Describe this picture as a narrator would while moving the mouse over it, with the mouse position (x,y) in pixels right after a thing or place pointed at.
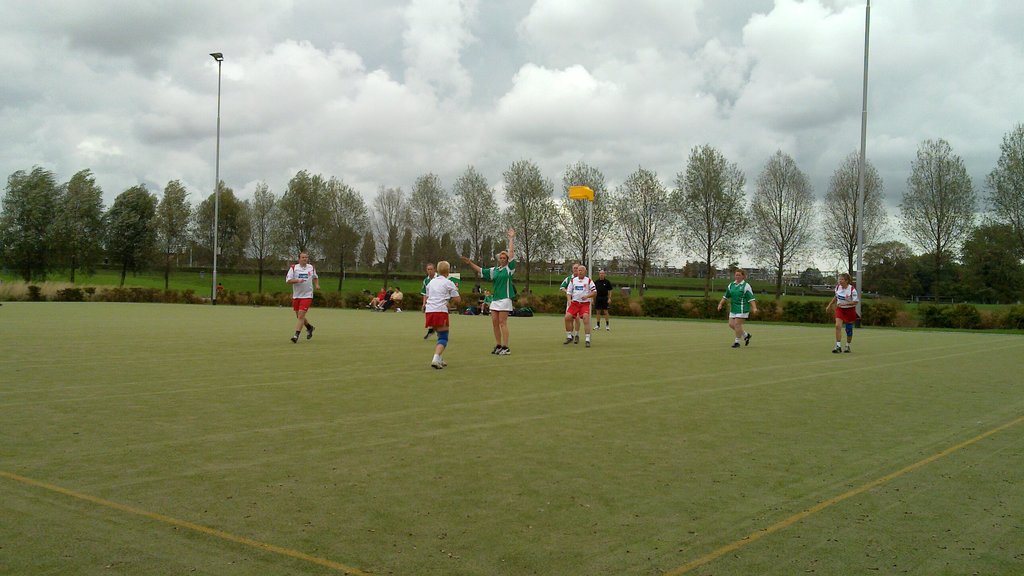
In this image I can see some grass (575,437) on the ground (587,444), few persons (449,296) wearing white, red and green colored dresses (502,271) are standing on the ground (771,327). In the background (275,222) I can see few persons (382,303), few poles (593,272), few trees (869,227) which are green in color, few buildings (708,272) and the sky (388,83).
